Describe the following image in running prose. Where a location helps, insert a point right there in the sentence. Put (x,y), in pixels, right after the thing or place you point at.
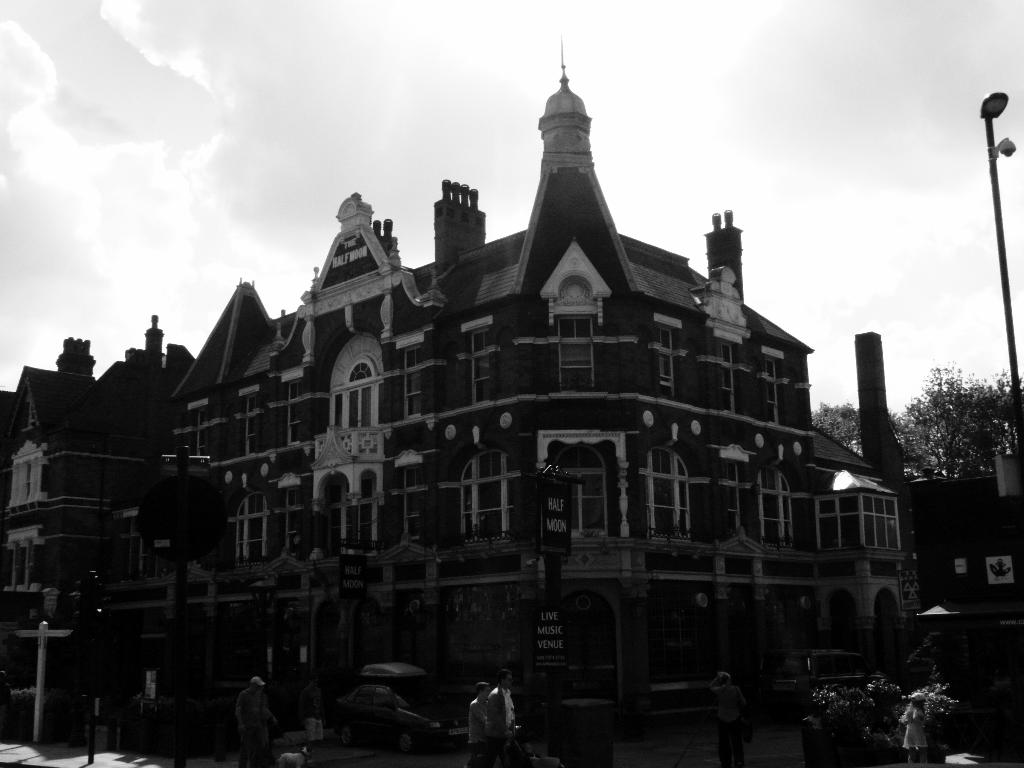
This is a black and white picture. I can see vehicles (386,707) on the road (786,736), there are group of people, there are boards (538,492), poles (999,195), lights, there is a building (693,522), there are trees (838,427), and in the background (870,141) there is sky (364,80).
